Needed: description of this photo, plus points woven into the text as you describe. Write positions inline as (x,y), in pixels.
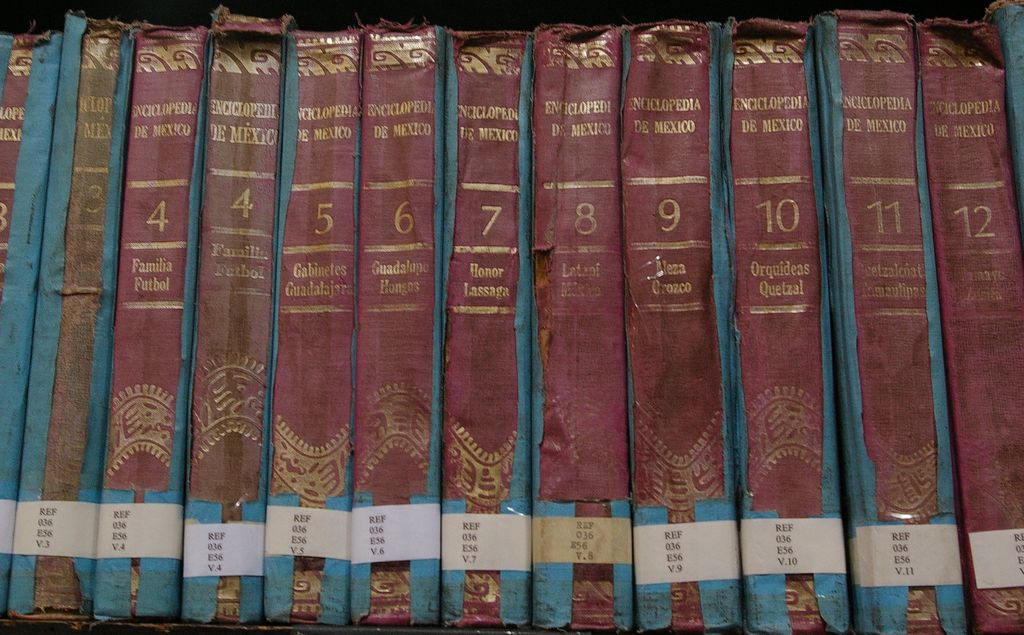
In the picture there is a shelf (94,627), there are many books (378,204) kept in a row.
